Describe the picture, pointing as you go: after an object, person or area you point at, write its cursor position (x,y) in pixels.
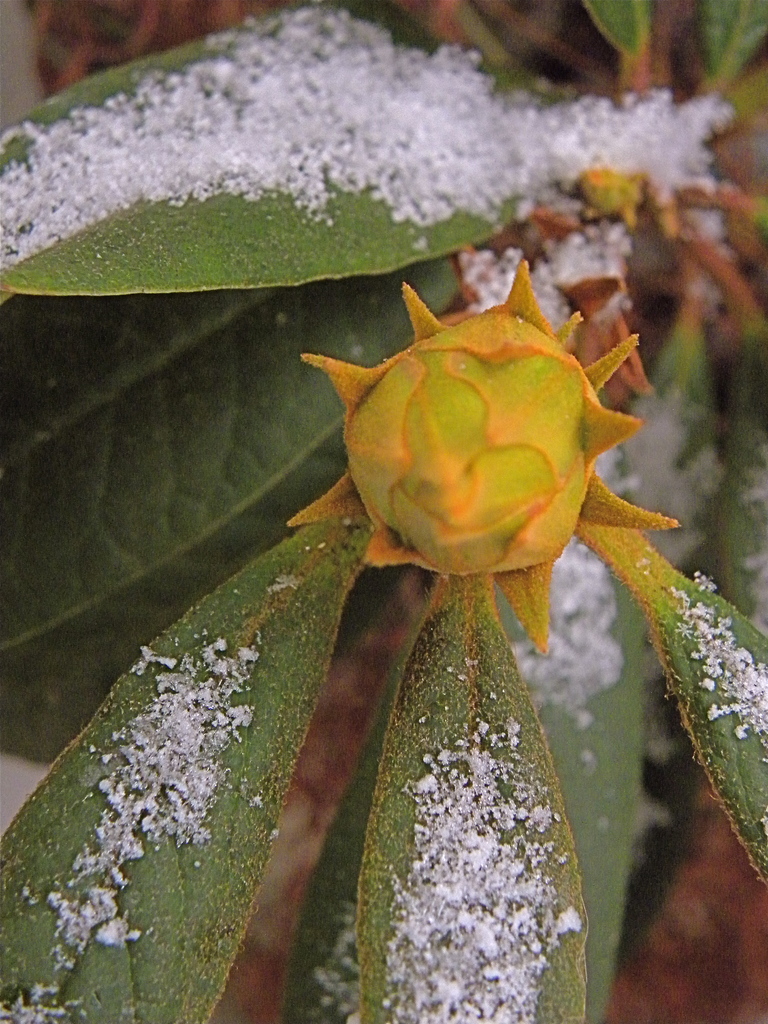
In this image we can see a plant (456,463) with buds (471,422) on it.
